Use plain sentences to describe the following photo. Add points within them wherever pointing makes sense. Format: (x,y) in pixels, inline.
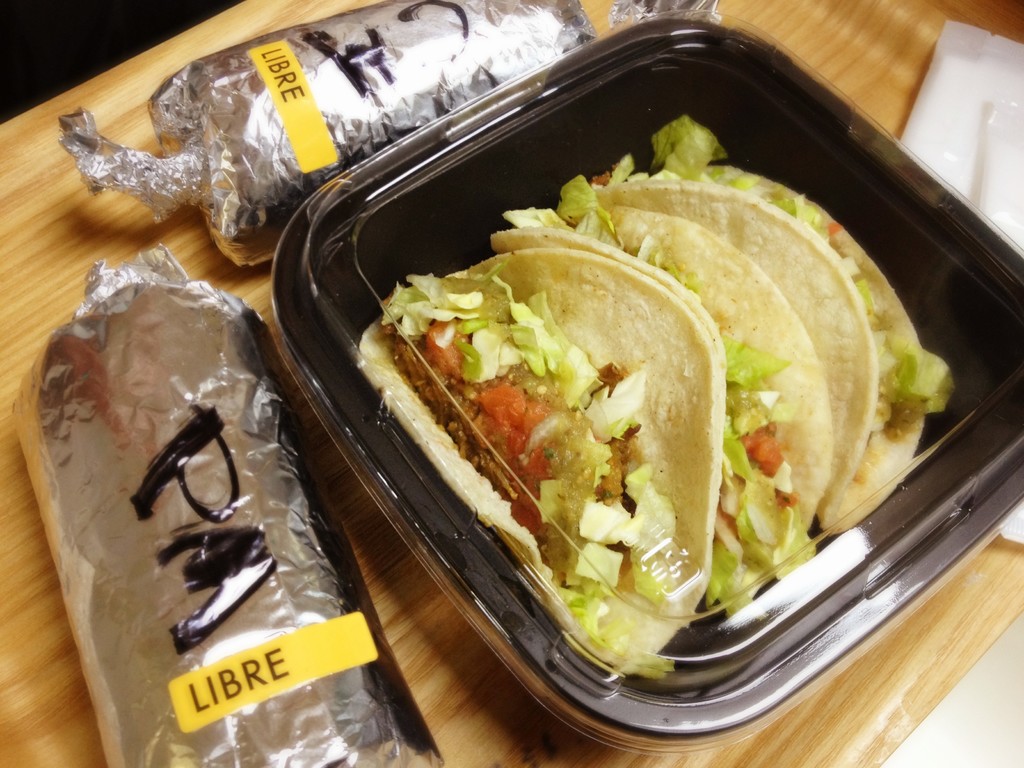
In the image there is a wooden surface (1002,551). On the surface (116,247) there is a box (993,235) with food item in it. And also there are aluminium foil covers (193,351) with yellow labels (208,684) and something written on it. Below the box (971,278) at the right corner (988,134) there is a white color item (971,177).
